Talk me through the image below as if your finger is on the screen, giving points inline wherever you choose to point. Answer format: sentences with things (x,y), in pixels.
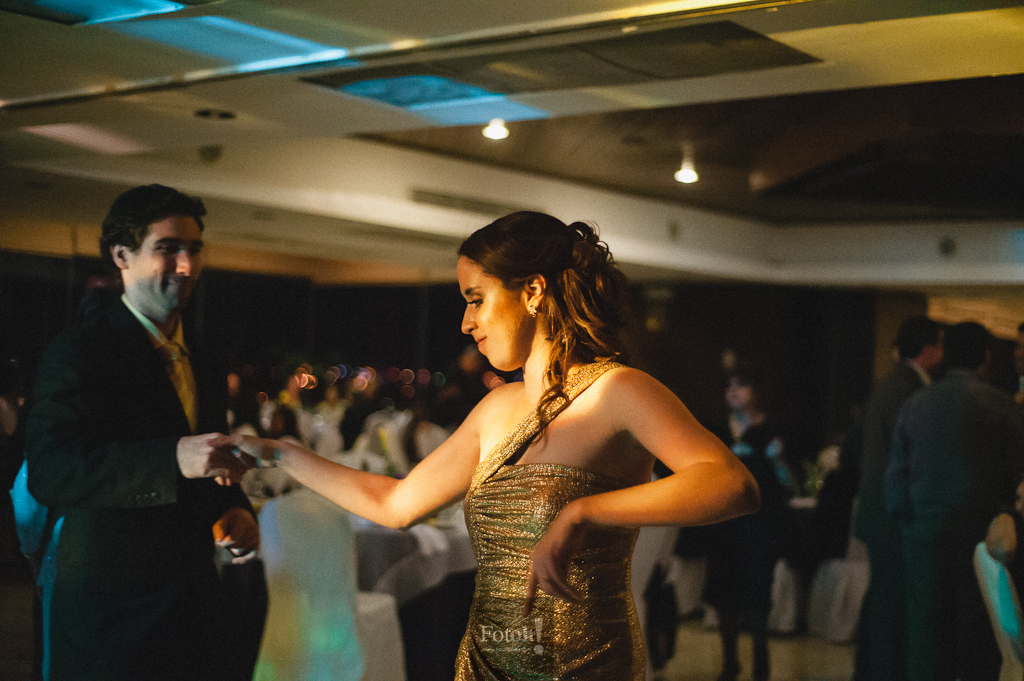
In the image there are two people (698,476) a man (204,482) and a woman (654,443), the man (226,458) is holding the hand (226,458) of a woman (372,501) and it looks like some party and the background of these two people (477,503) is blur.
